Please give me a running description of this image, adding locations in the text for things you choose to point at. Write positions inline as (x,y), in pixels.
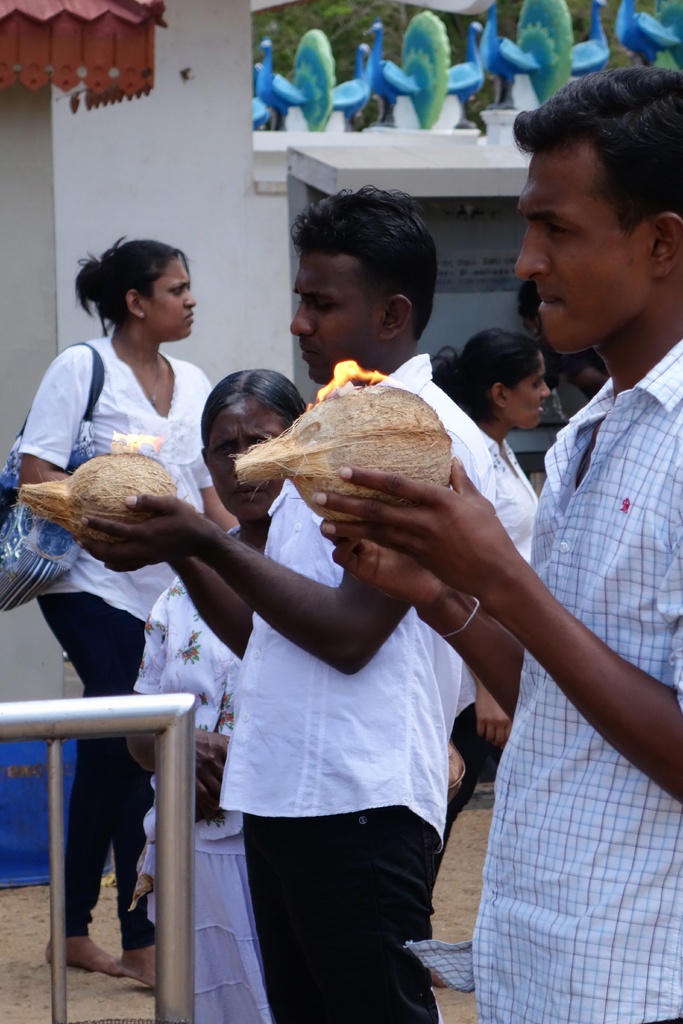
There are people (547,843), these two men (395,997) holding coconuts (304,426) with flame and she is carrying a bag (18,540). We can see rods (99,720). In the background (311,169) we can see wall (202,164) and peacocks (304,88).
